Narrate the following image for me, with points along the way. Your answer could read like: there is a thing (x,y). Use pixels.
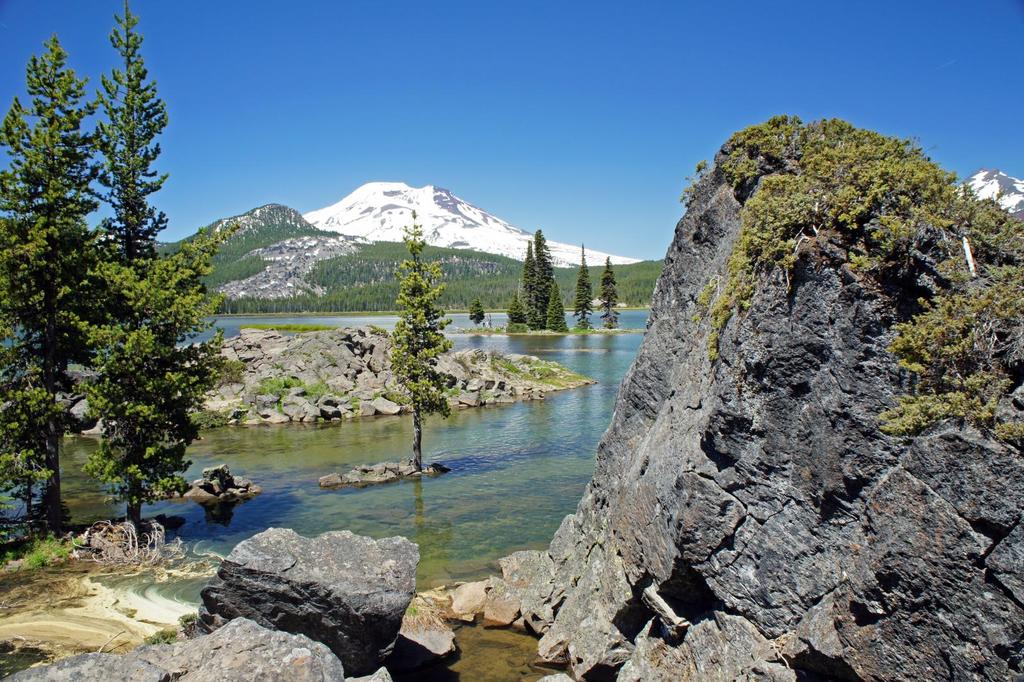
In this image we can see some stones (261,600), water (365,462), trees (446,295) and in the background of the image (298,263) there are some mountains (338,233) and clear sky (471,113).
